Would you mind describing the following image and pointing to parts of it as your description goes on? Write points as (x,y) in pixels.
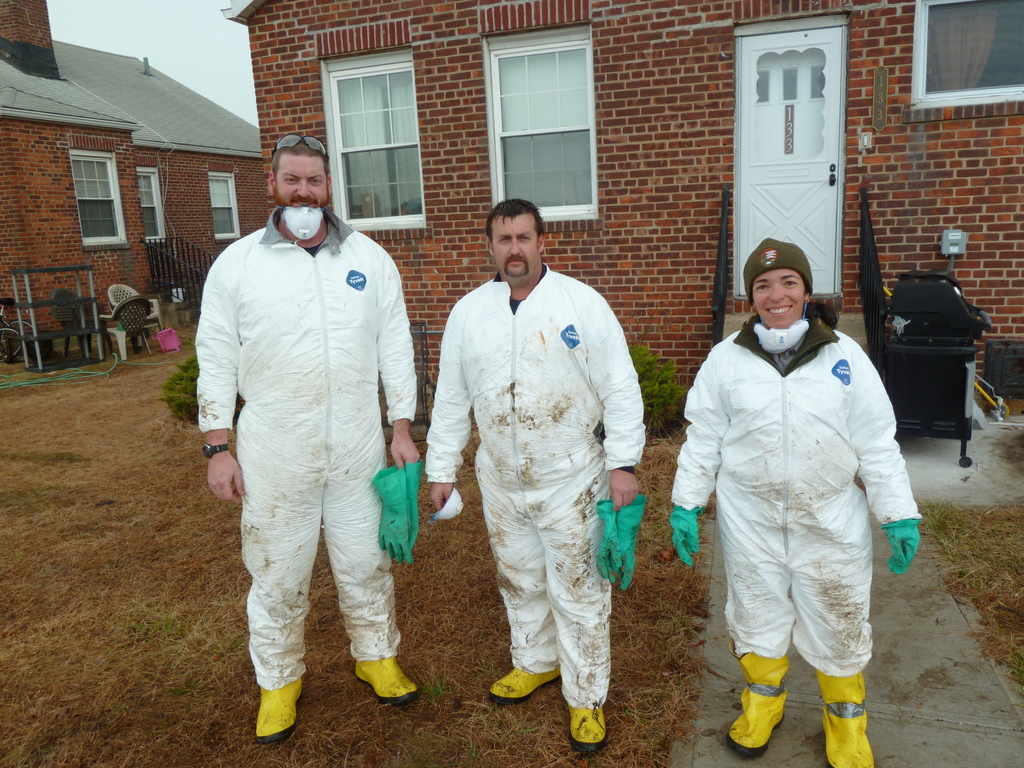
In front of the image there are three persons (554,405) standing. They are holding gloves (608,510) in their hands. On the left side of the image (320,519) there is a man (276,217) with a mask (293,227) and goggles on his head (281,163). On the right side of the image (703,438) there is a lady (772,283) with a cap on her head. Behind them there is a building (424,186) and also there is a grill (942,325). On the left side of the image (128,271) there is a building (49,318). In front of the building (4,281) there are chairs (63,320) and also there is a table (43,364).
